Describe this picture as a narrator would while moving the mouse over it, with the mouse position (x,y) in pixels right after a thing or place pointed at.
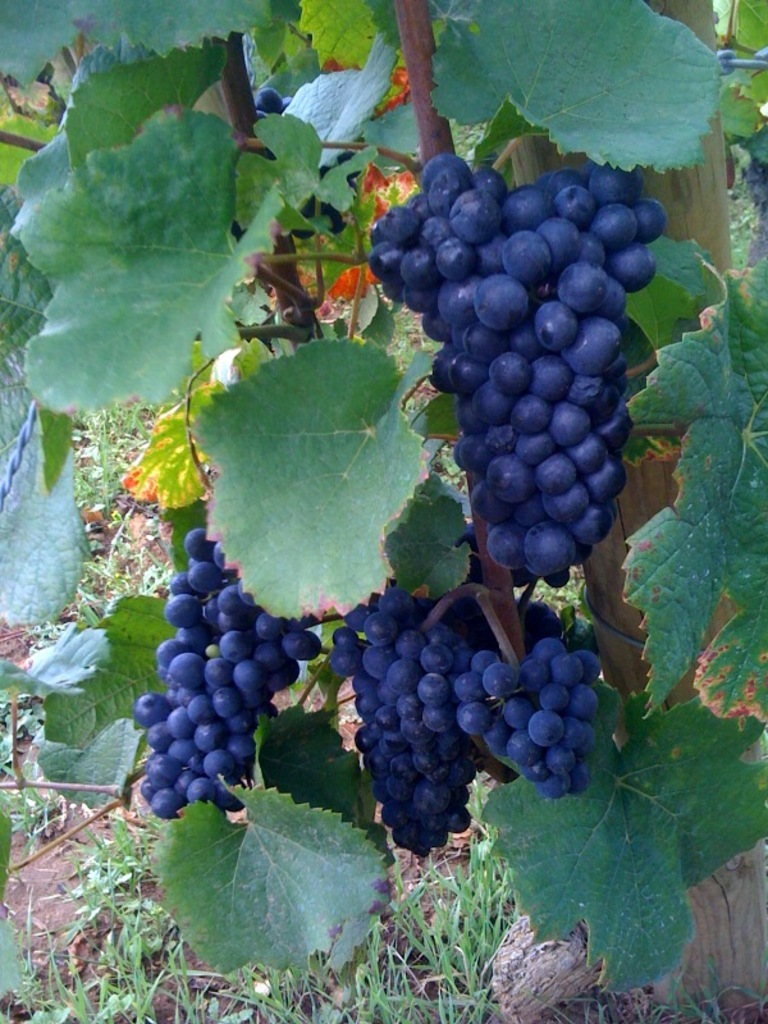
In this image, we can see some grape plants (311,476). We can see the ground (165,995) with some grass (148,927).
